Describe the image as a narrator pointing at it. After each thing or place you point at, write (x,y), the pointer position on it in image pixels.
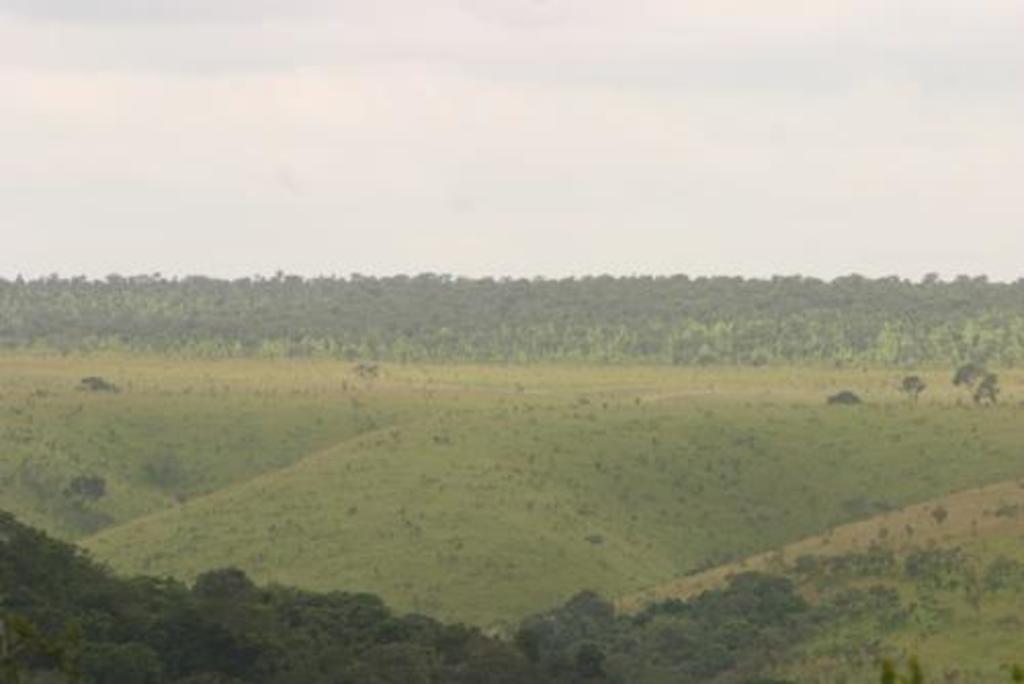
It is the outside view. In this image, we can see so many trees (238,615), grass (730,408). Top of the image (533,182), there is a sky (390,96).
